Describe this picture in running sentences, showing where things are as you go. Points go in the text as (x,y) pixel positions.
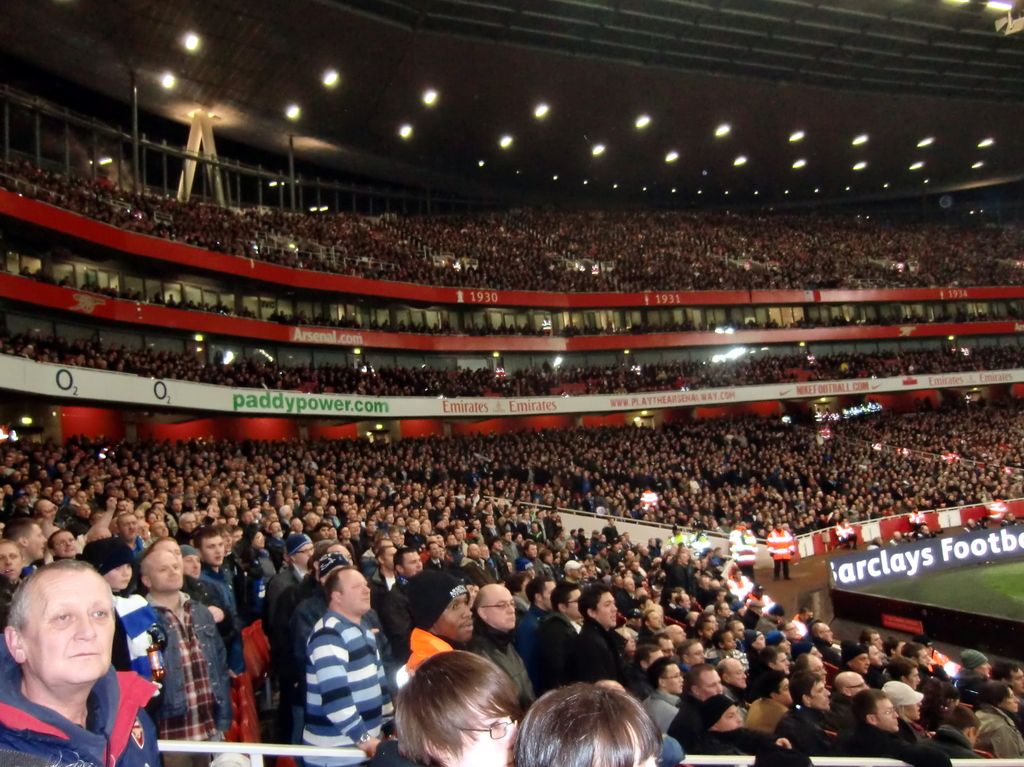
In this image we can see a group of people (814,665) standing. In the center of the image (529,409) we can see a signboard (831,387) with some text (845,391). In the background (684,390), we can see railing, audience (537,257), a group of lights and the grass field (978,589).
